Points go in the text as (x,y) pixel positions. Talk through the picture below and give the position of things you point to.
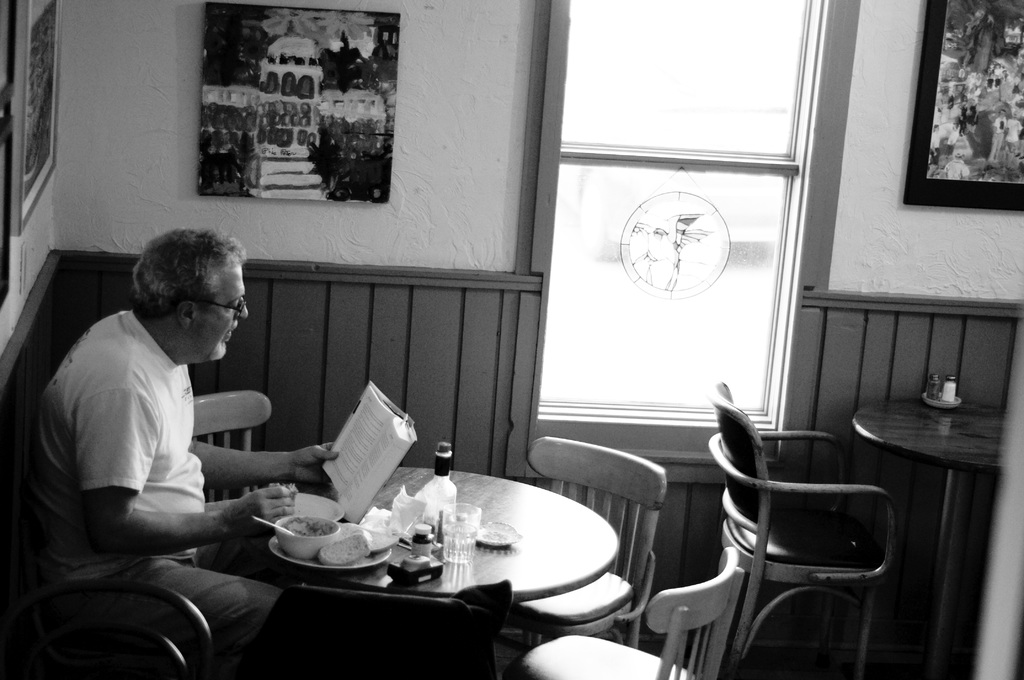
In this picture we can see a man (220,477), he is seated on the chair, and he is holding a book (364,430), in front of him we can see food (365,540), glass (461,546) and a bottle (446,451) on the table (514,510), and we can see few paintings (356,119) on the wall (409,201).
